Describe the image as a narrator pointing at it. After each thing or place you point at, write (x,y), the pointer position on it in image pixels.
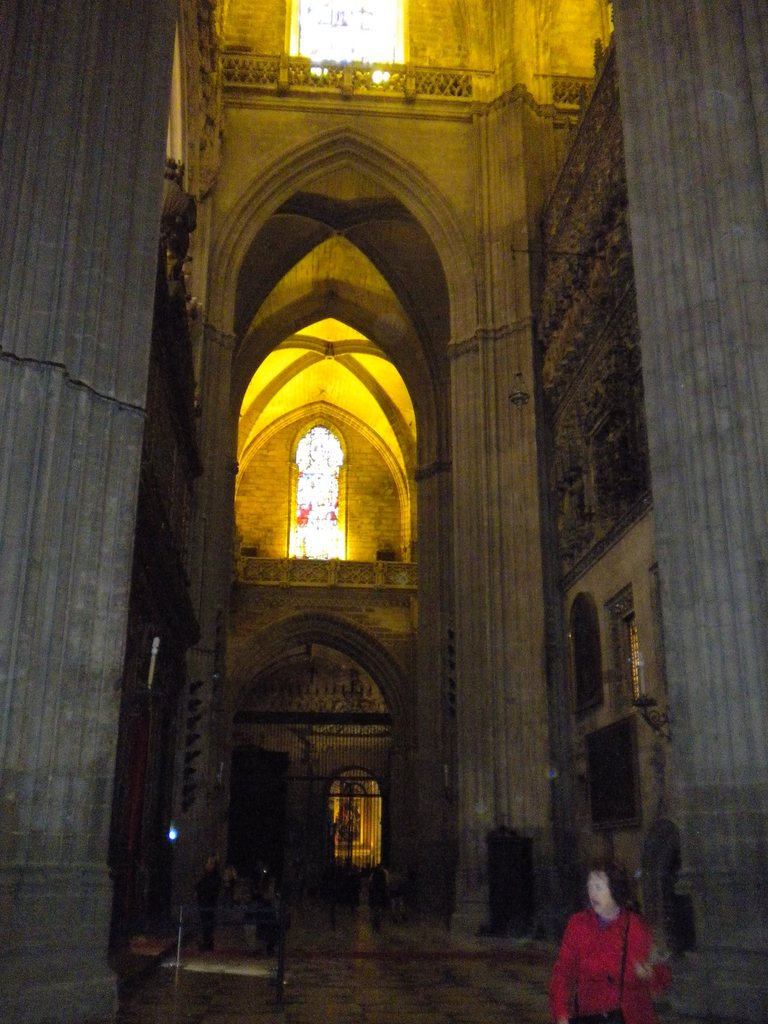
There is a person (576,933) on the floor (345,940). Here we can see a building (595,605), windows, and a picture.
